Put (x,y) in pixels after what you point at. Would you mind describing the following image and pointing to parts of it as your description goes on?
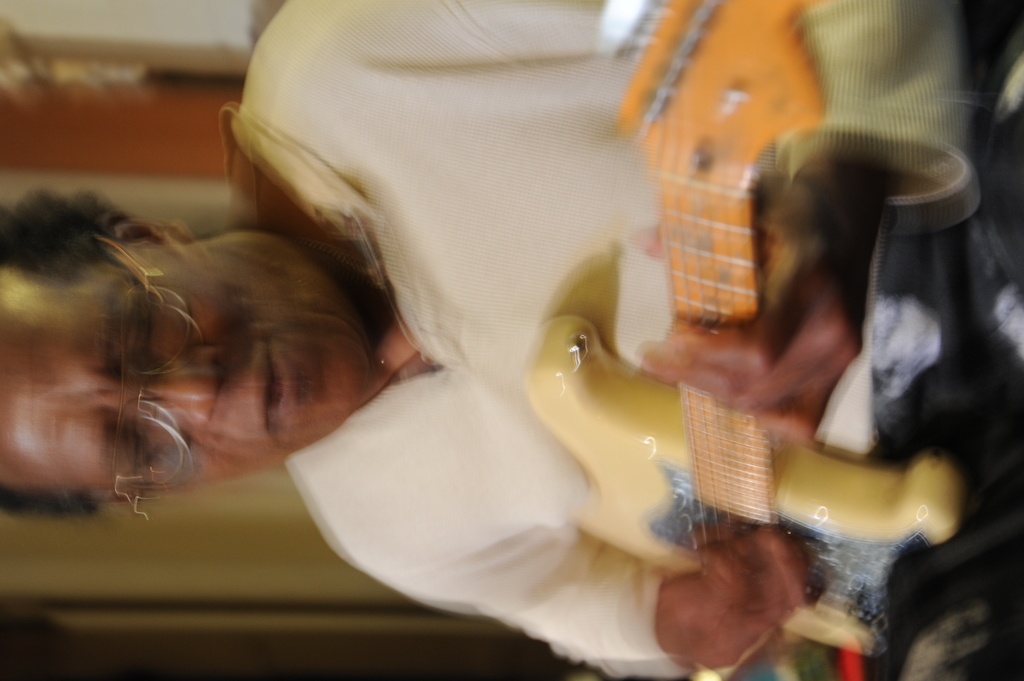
The man (752,332) in white t-shirt (459,317) is playing a guitar (727,135).
